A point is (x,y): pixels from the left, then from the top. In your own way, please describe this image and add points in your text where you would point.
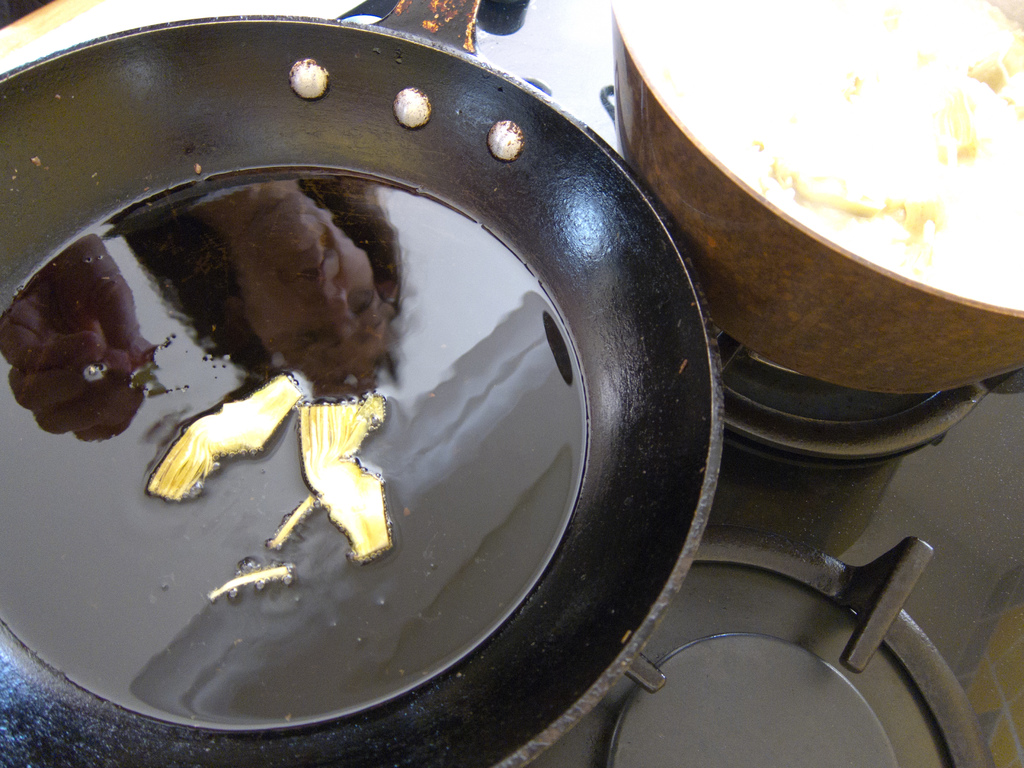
In this image we can see a pan (273,137) containing liquid (407,518) and food (369,516), we can also see a bowl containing food (985,179) placed on the stove (911,617).
